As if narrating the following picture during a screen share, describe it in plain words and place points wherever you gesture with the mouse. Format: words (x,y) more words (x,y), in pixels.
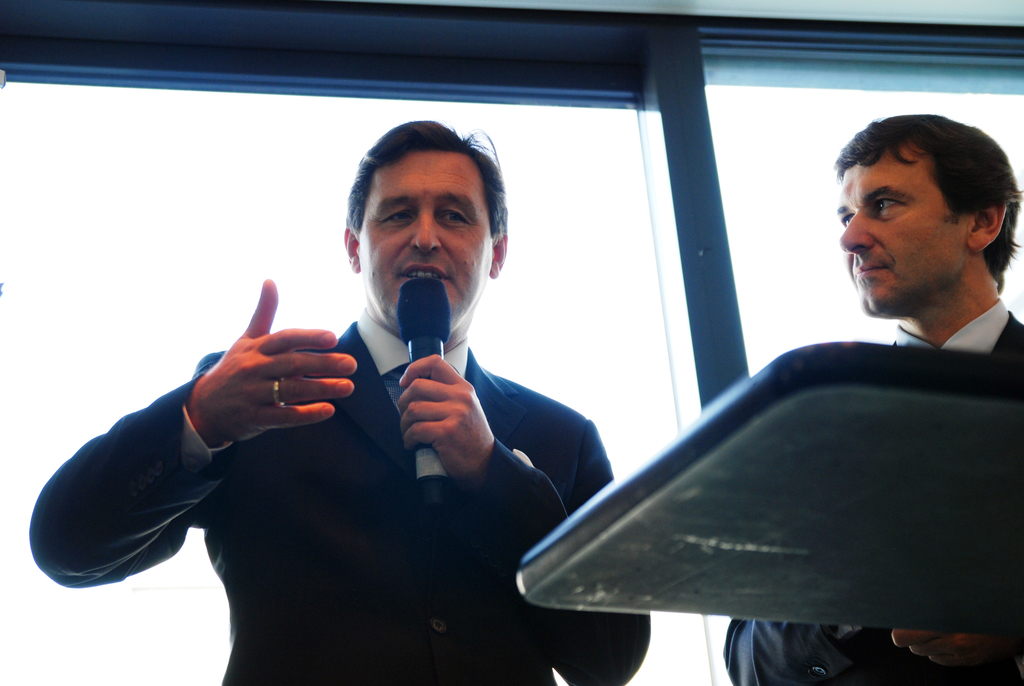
In this picture we can see two men (350,526) wore blazer (377,503) where one is holding mic (421,329) in his hand (459,453) and talking and other is looking at him and in background (111,88) we can see wall (704,134).
